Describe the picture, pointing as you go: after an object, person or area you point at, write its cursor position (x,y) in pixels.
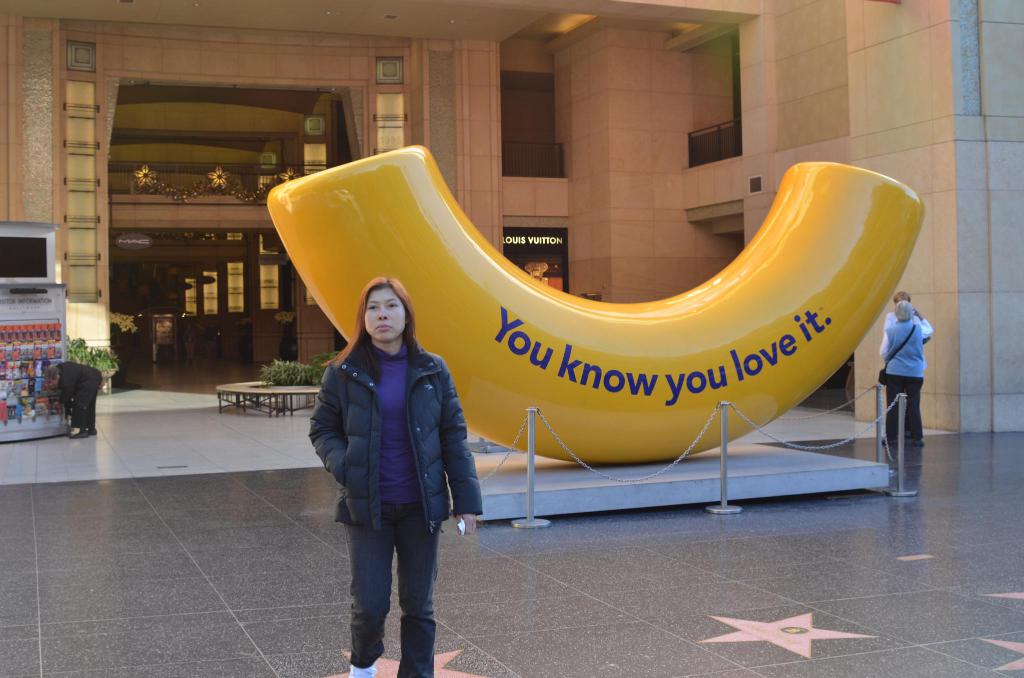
This picture shows a building (304,329) and we see few plants (293,381) and a table (258,409) and we see a vending machine (51,323) on the side and few people (902,323) standing and we see a arch (542,325) and it is yellow in color and we see text (650,386) on it.
